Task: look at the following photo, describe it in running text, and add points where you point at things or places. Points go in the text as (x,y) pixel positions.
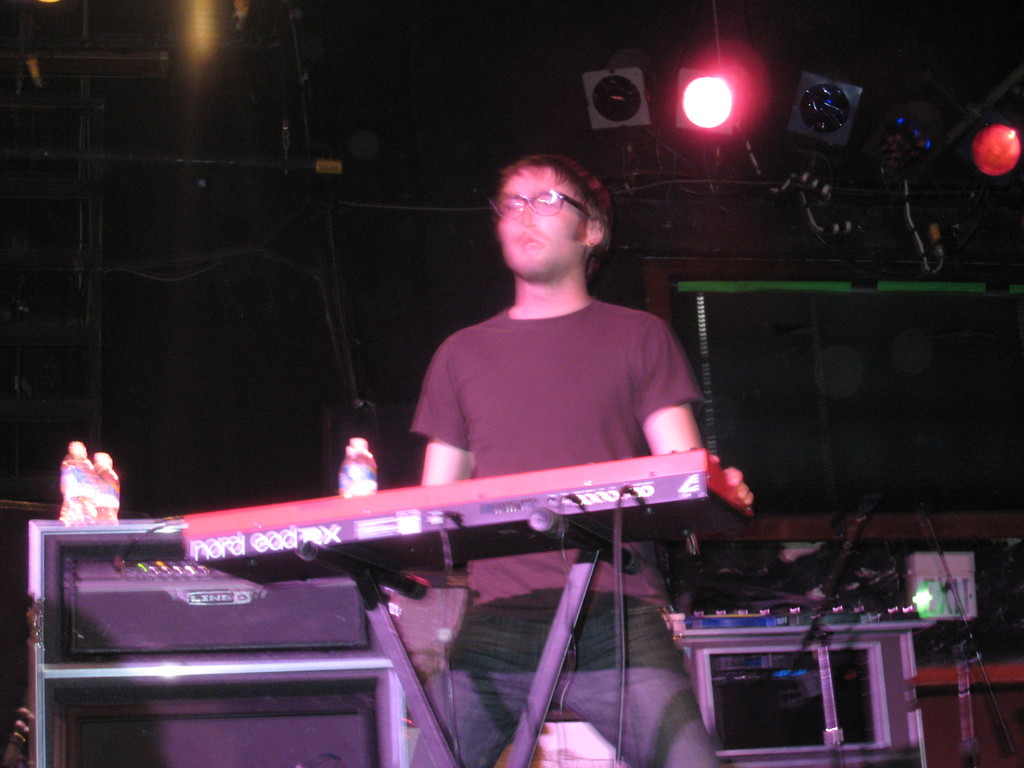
In this image I can see a man (544,392) wearing t-shirt (521,368), jeans (649,703) and standing. In front of this man (562,296) there is a piano (524,516). In the background (310,600), I can see some more musical instruments (352,626). At the top (696,104) there are few lights (640,95). The background (783,100) is in black color.
